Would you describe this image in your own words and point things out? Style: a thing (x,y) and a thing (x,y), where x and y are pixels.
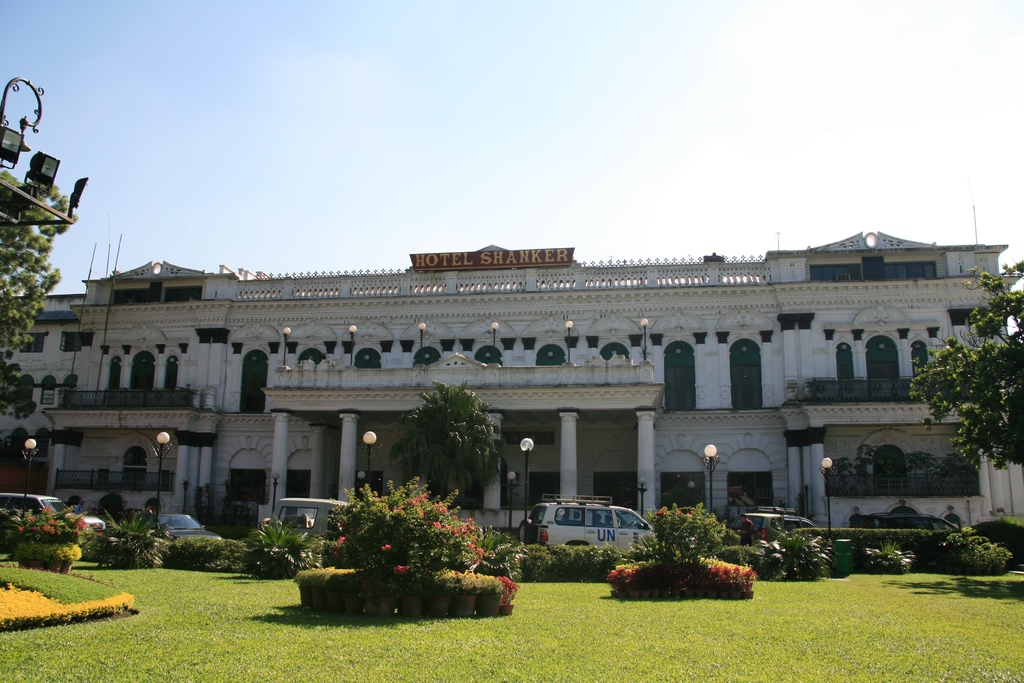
In this image we can see one big hotel building (661,358), some lights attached to the building (347,340), some cars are parked in front of the building (278,355), some poles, some pole lights (32,450) around the garden (855,551) and one person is standing. There is one big garden (356,661) with green grass (611,663), trees (9,369), bushes (187,561) and plants (338,550) with flowers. At the top (291,114) there is the sky (103,256).
